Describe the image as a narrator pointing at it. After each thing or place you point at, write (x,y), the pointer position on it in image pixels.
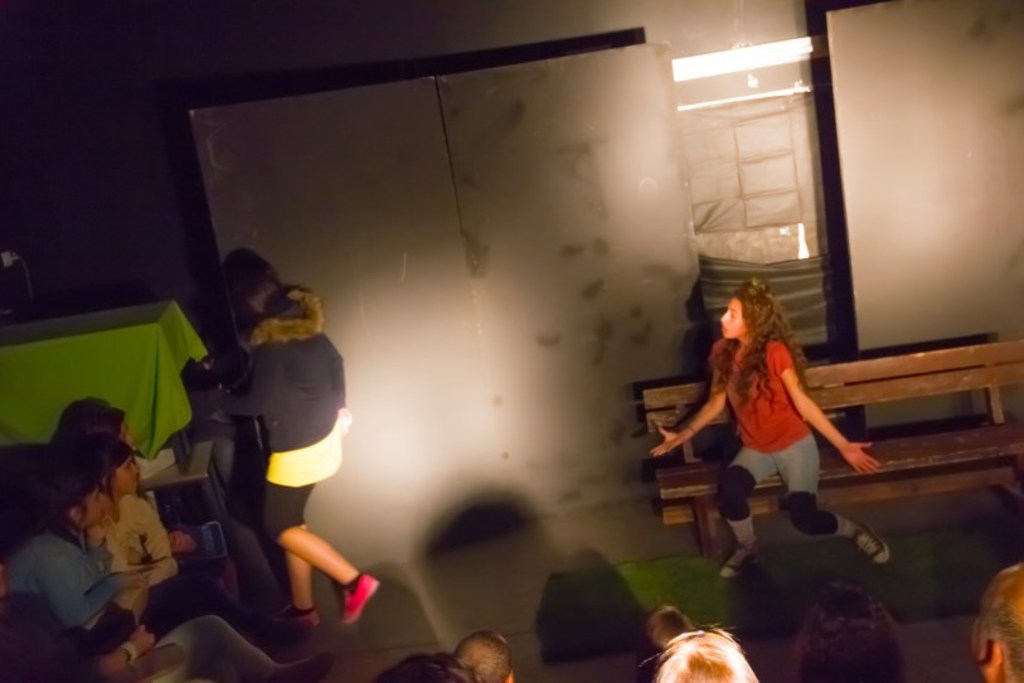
In this image, there are some persons (785,443) wearing colorful clothes (223,512) and footwear (376,586). There is a person (764,355) sitting on the bench (684,418) and expressing something. There is table (152,338) on the left (157,358) covered with cloth (149,348). There is a carpet (663,570) on the ground (372,638).
